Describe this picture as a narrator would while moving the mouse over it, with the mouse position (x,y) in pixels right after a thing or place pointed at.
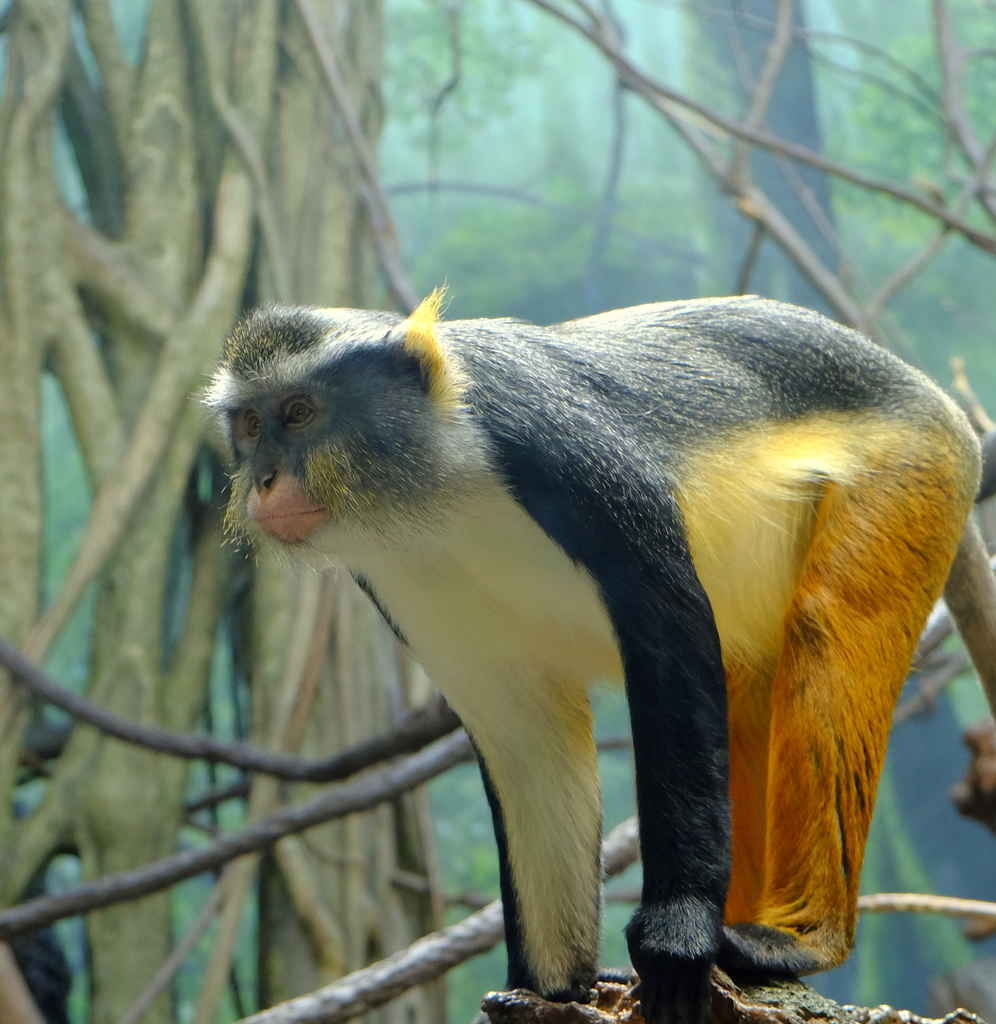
In this picture I can see there is a monkey (746,973) here and it has some black, white, yellow and orange color fur (746,550) and it is standing on the branch (624,1014). In the backdrop (740,115) there are trees (293,748).
